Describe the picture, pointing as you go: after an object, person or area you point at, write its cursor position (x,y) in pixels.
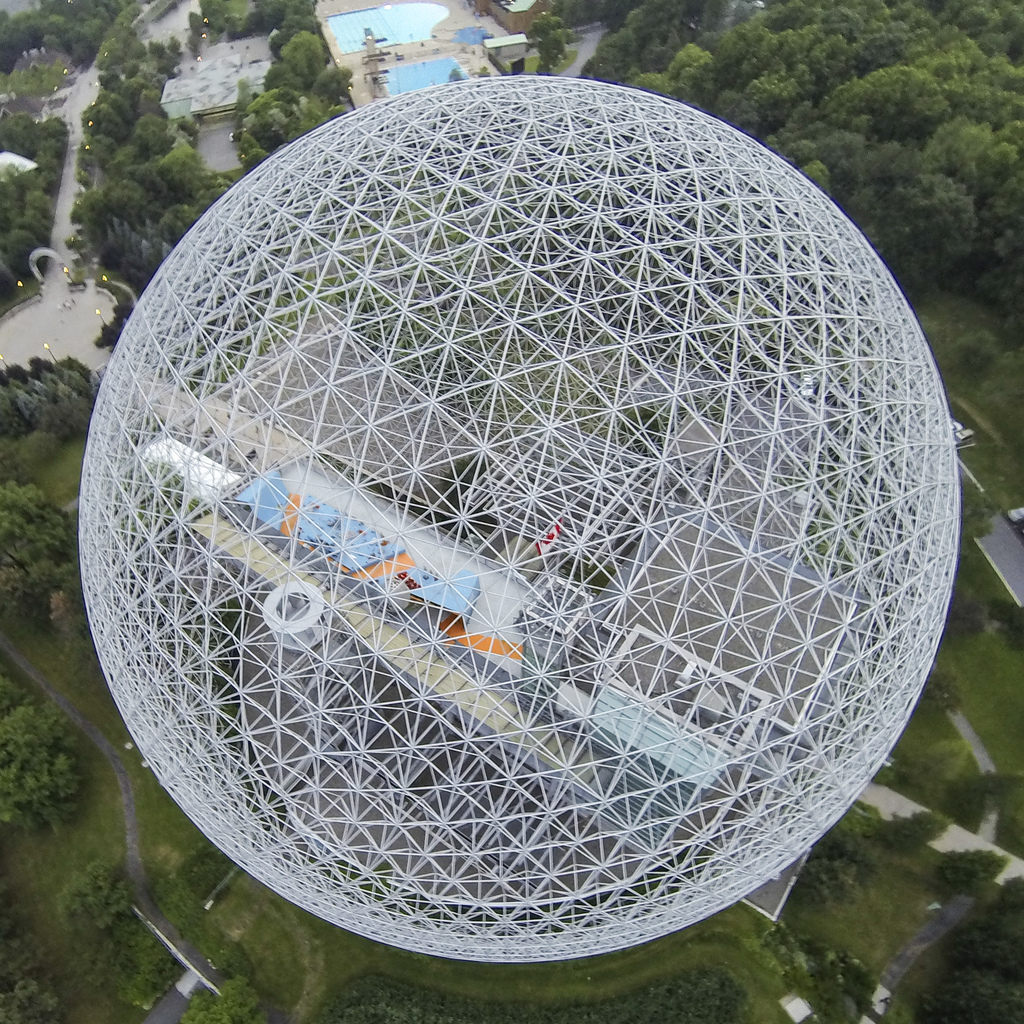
This is the aerial view of the picture. In the middle (542,413), it looks like a dome (550,424) and below that, we see the buildings (294,491). At the bottom (159,918), we see the road (146,889), grass (322,962) and the trees (9,713). On the left side (99,309), we see the road (91,299), street lights (66,268) and trees (115,255). There are buildings (227,69) and the trees (317,69) in the background (488,51).
